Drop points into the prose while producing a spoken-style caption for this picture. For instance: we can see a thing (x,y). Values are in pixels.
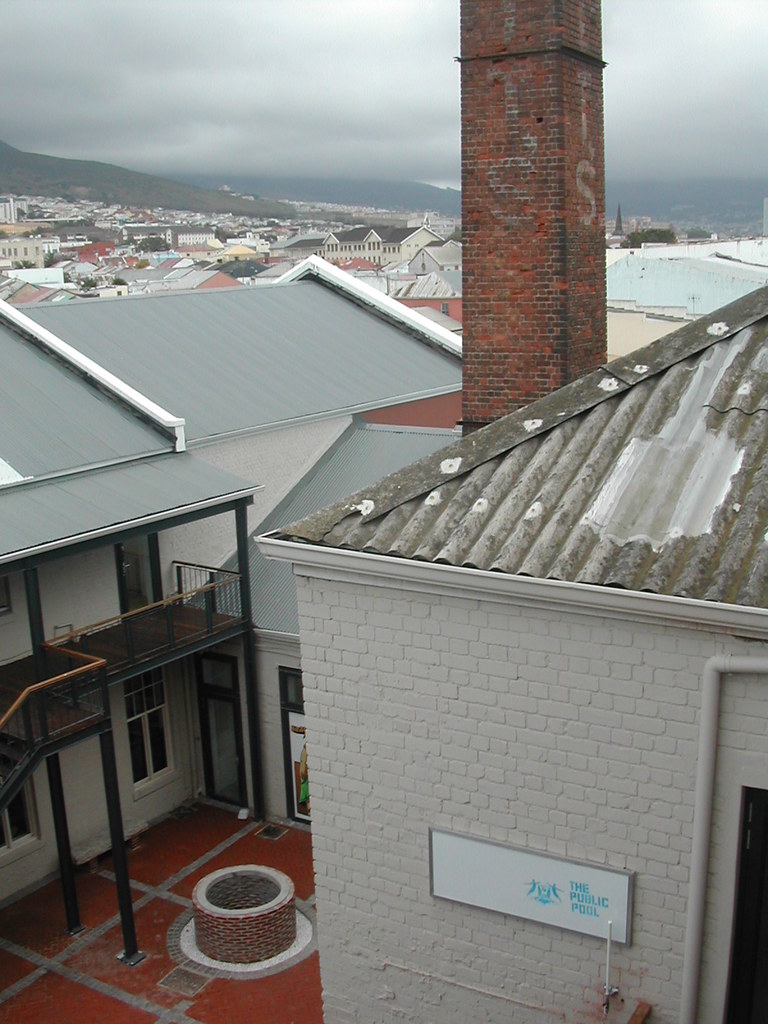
This is an outside view. At the bottom of the image (130,1001) I can see the floor (104,993). There are many buildings (188,310) and also I can see a pillar (532,219). On the top of the image (224,91) I can see the sky (190,77) and it is cloudy.
